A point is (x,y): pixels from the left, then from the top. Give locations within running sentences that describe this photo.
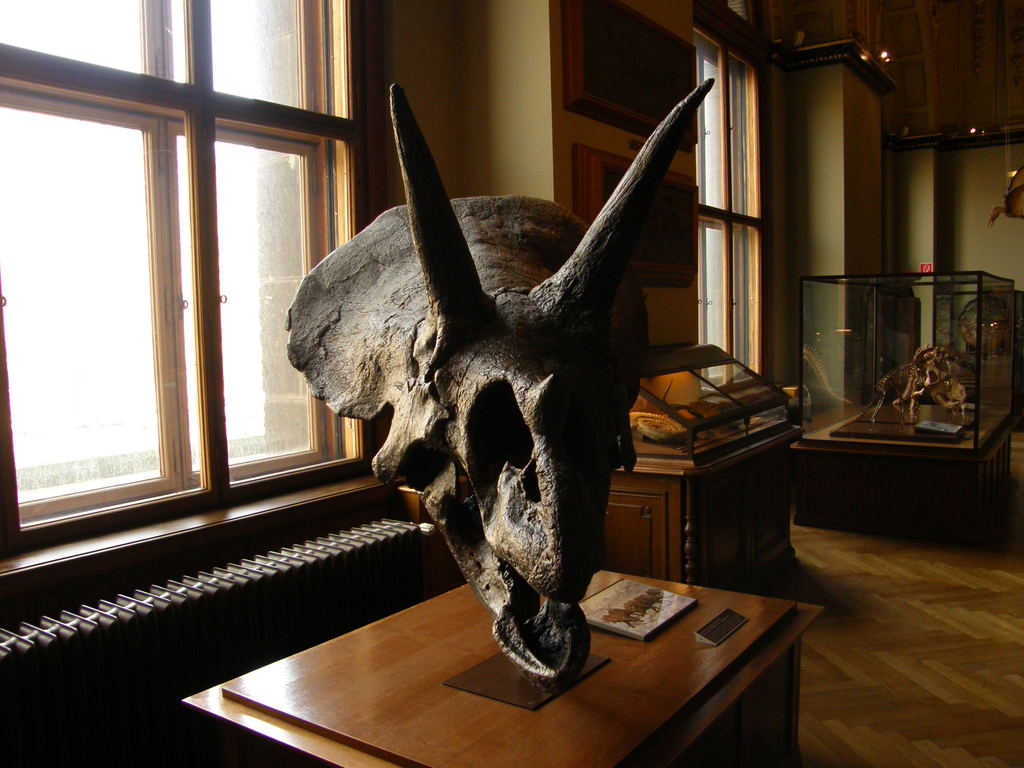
On the background (901,214) we can see wall (884,204) with windows (304,271). This is a floor (915,614). Here we can see all fossils (919,374) which are placed in a glass (675,441) and on the table (564,703).
